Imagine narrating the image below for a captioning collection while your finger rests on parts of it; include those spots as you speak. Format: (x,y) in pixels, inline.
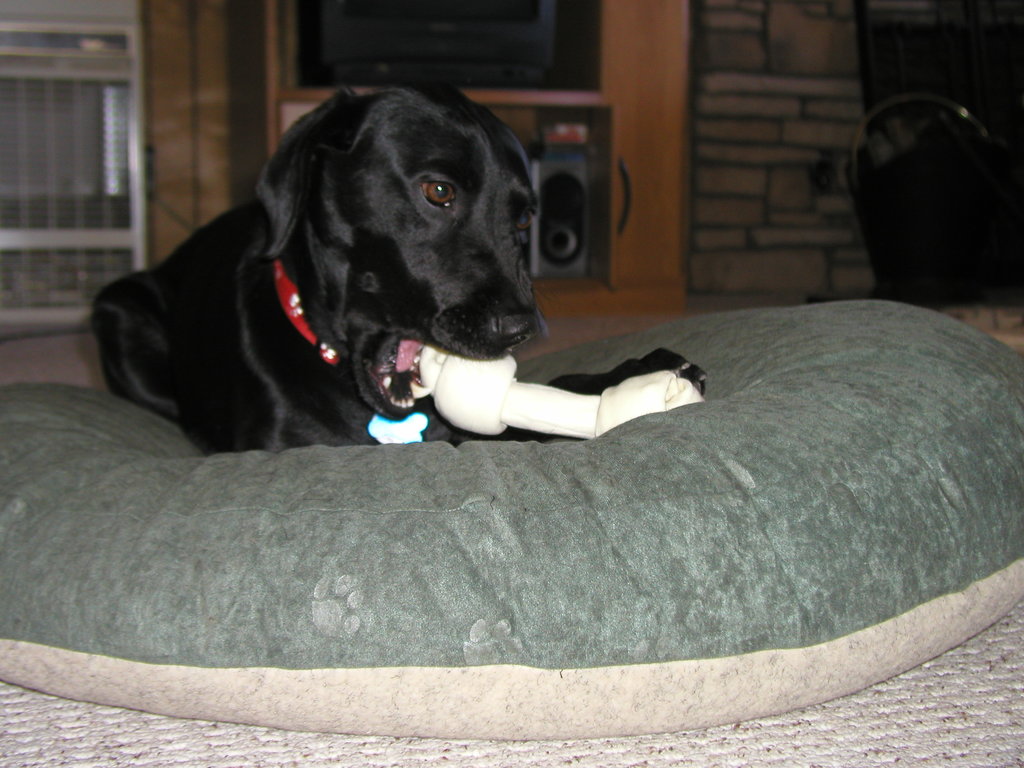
In this image I can see a cushion (281,454) in the front (566,493) and on it I can see a black colour dog (247,413) and a white colour thing (519,395). In the background (339,2) I can see a television (321,49), a speaker (567,170) and few other things (67,5).
